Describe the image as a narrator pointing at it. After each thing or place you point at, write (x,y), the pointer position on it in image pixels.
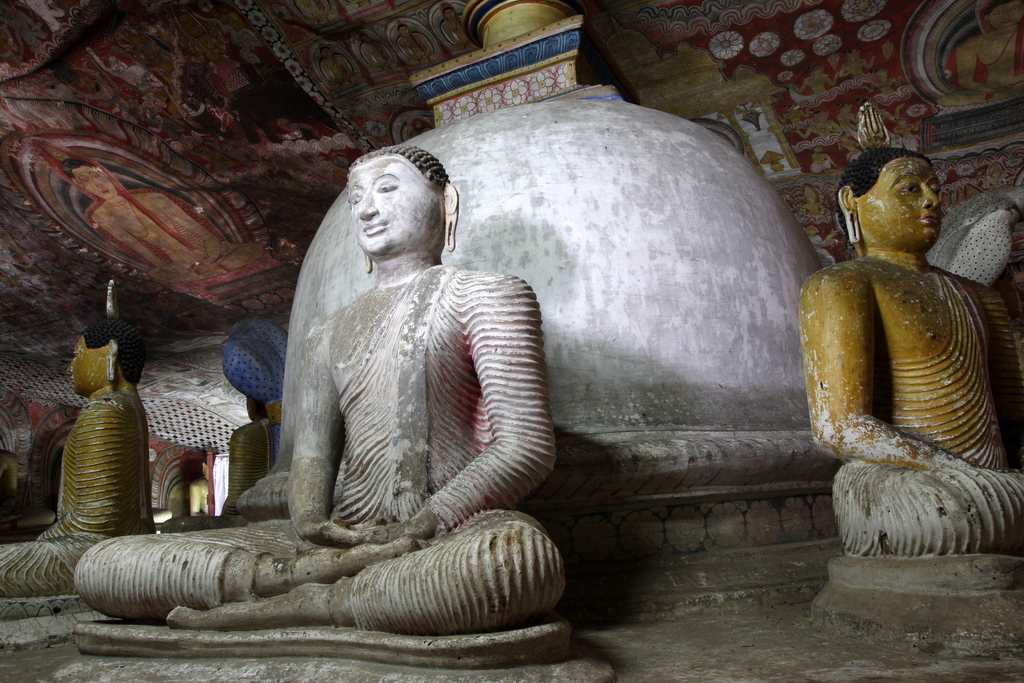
In this image we can see statues (479,337) and paintings (748,34) on the roof (14,270).
